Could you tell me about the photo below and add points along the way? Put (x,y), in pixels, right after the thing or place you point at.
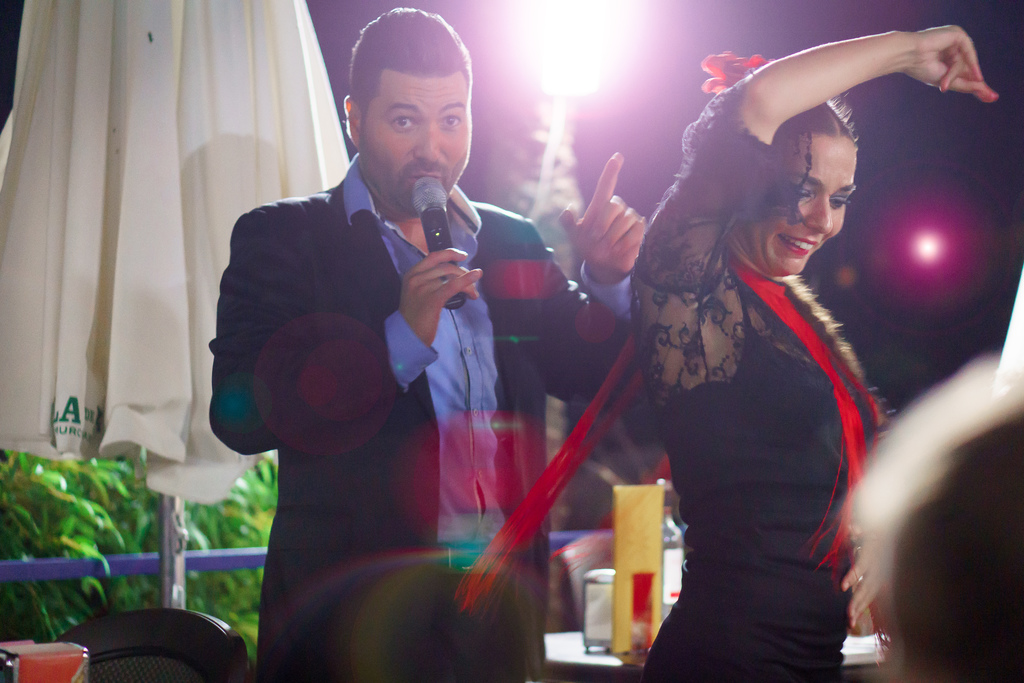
On the background (573,48) we can see light (552,61), plants (116,505) and a white colour umbrella (191,205). Here we can see one man (377,85) standing and holding a mike (431,249) in his hand (446,259), talking. we can see a woman (819,165) in gorgeous black dress (745,414) and she is dancing.
